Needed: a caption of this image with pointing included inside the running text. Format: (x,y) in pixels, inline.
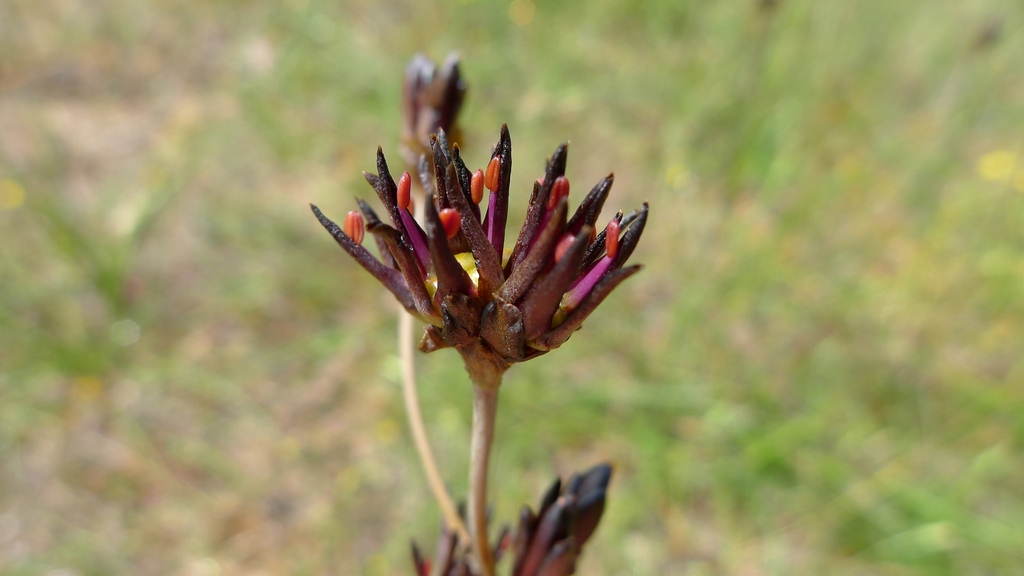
In this image I can see the flowers (460,277) to the stems (423,435). In the background (616,79), I can see few plants (657,404) on the ground (330,385).
